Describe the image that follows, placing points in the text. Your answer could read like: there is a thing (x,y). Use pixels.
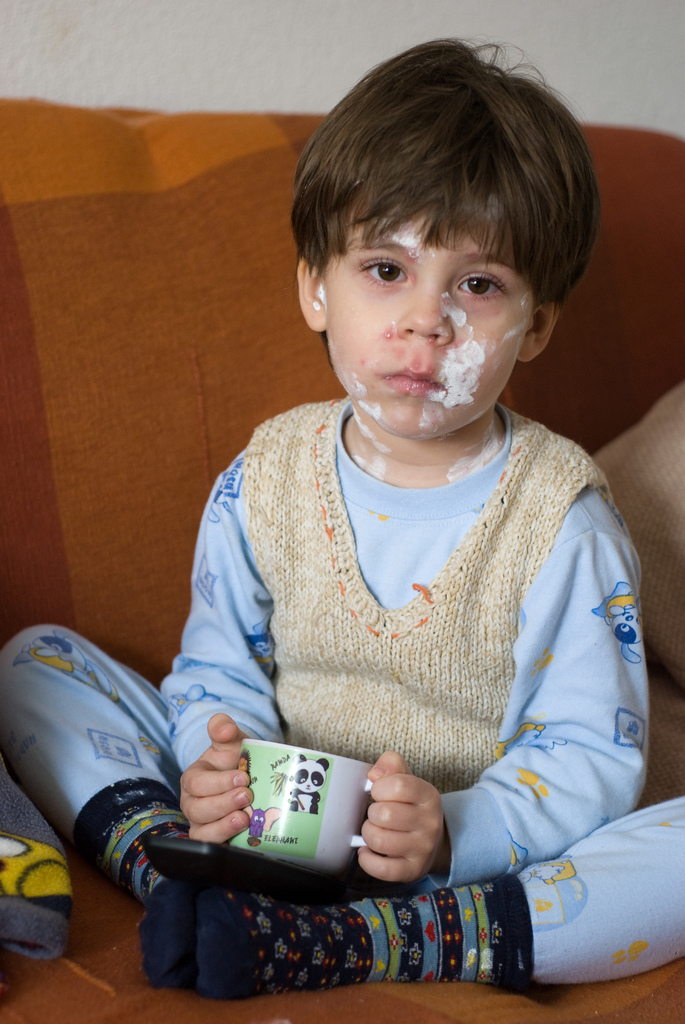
In the center of the image (407,347) there is a kid (284,459) sitting on the sofa (275,360) holding a cup (344,860). In the background (331,6) we can see wall (42,67).
